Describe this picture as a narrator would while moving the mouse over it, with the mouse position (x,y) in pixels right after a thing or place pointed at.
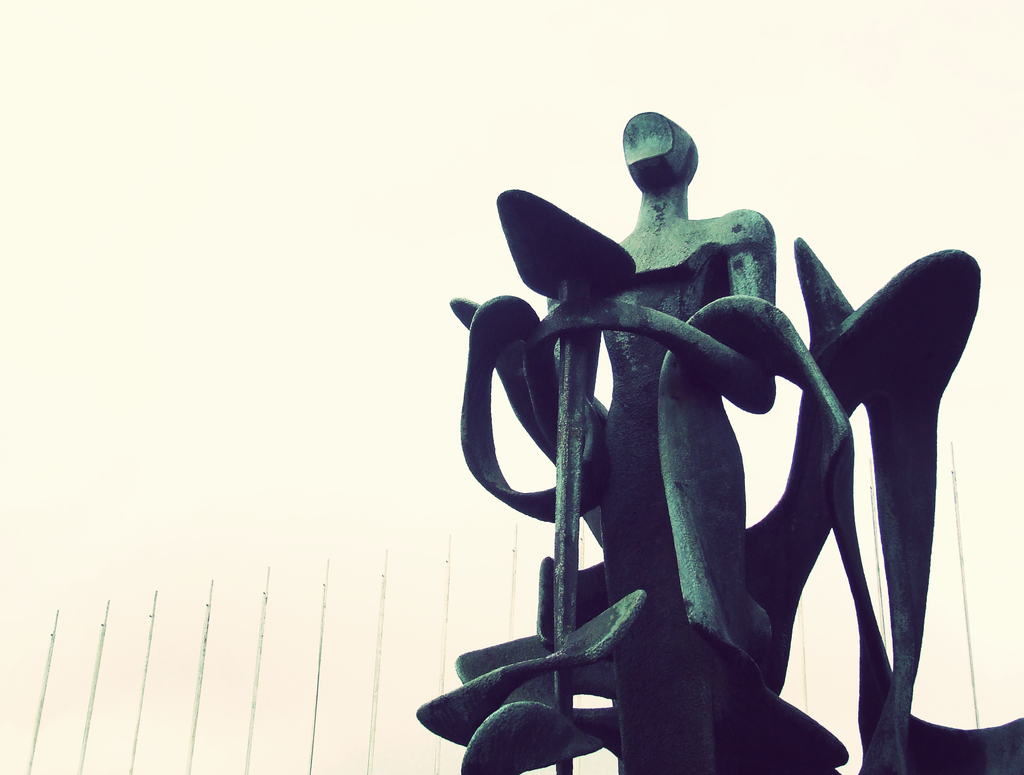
As we can see in the image there is a statue (671,529) and at the top (486,113) there is sky (495,114).
